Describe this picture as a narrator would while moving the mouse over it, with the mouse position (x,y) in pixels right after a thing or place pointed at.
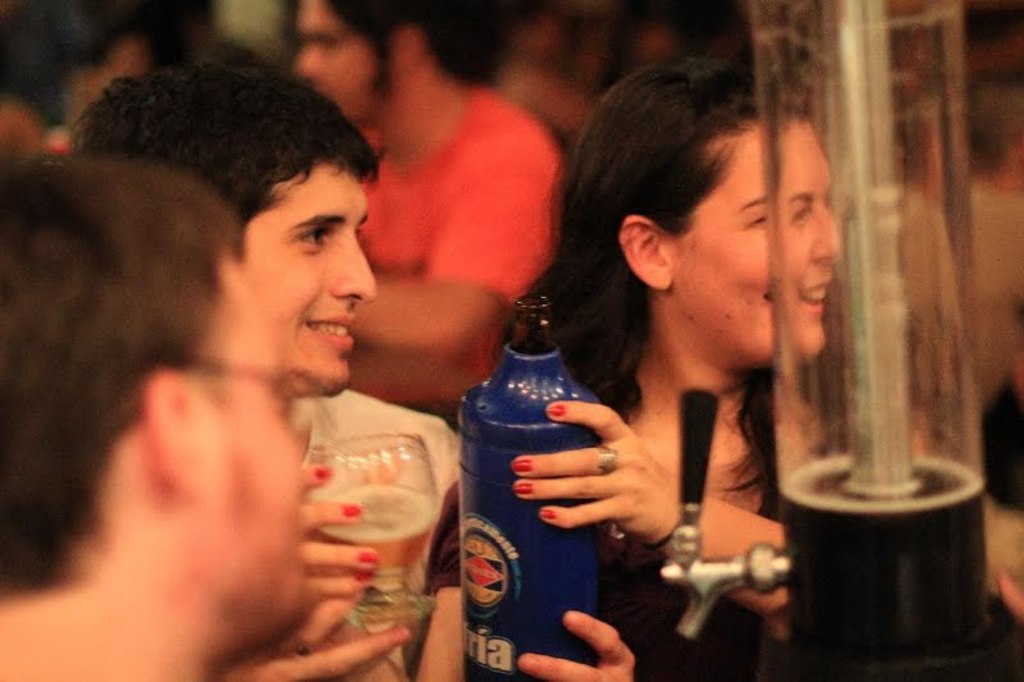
On the right side (940,374), there is a dispenser (912,282) having a tap (759,564). Beside this dispenser (819,502), there is a woman (658,158) smiling and holding a blue color bottle (554,442) with two hands (586,464). Beside her, there is another person (278,187) who is holding a glass (396,515). On the left side (163,447), there is a person (128,561). In the background (495,161), there is a person (489,102). And the background (496,148) is blurred.
